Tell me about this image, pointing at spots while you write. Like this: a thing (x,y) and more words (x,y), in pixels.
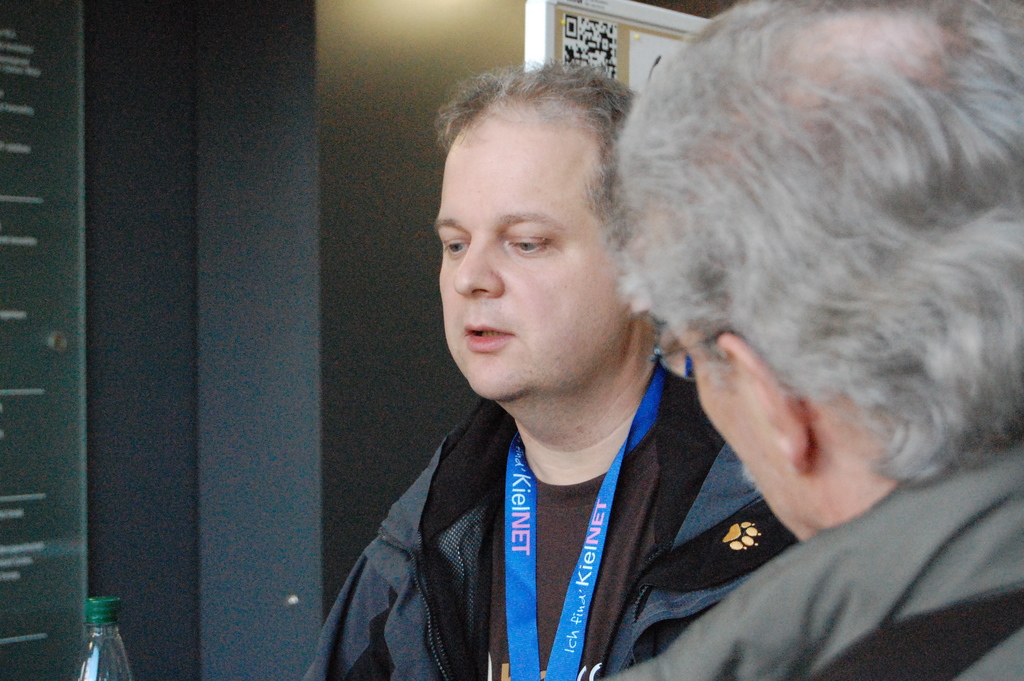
In this image I can see two men (697,453) and I can see both of them are wearing jackets (665,568). I can also see a man (561,494) is wearing a blue colour tag (520,523) around his neck (538,464). On the bottom left side of the image (106,598) I can see a bottle (97,622). In the background (59,255) I can see few boards (592,26) and on it I can see something is written.
